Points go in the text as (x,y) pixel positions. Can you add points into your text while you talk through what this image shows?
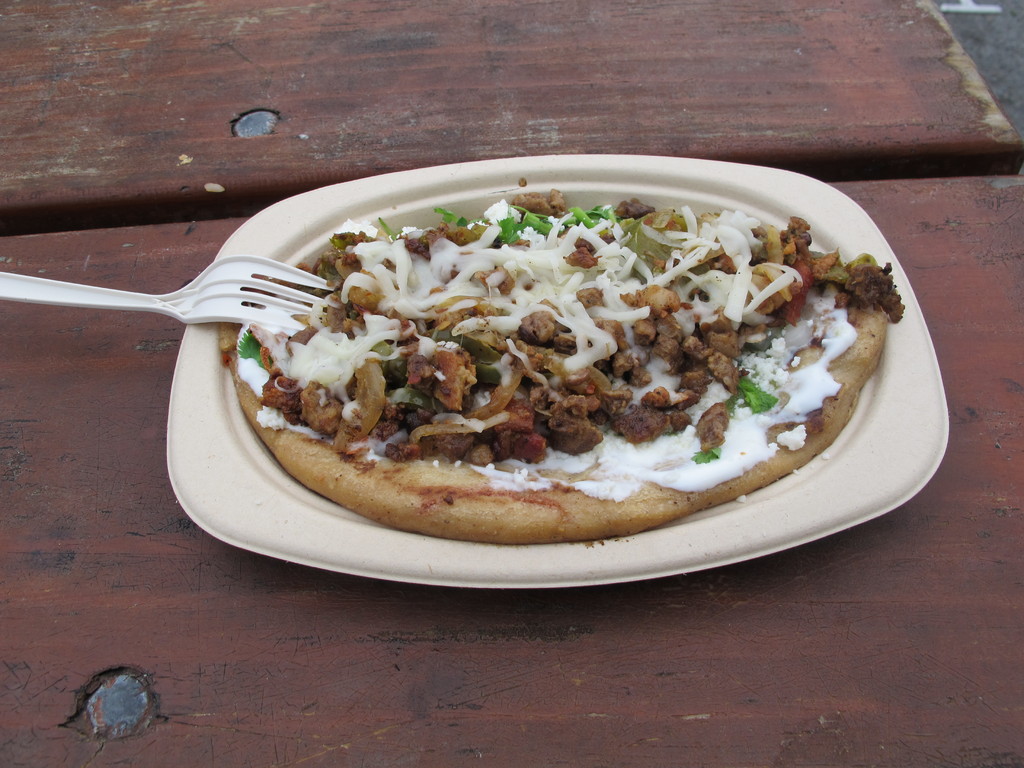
In this picture we can see a pizza (470,289) and a fork (282,289) in the plate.
